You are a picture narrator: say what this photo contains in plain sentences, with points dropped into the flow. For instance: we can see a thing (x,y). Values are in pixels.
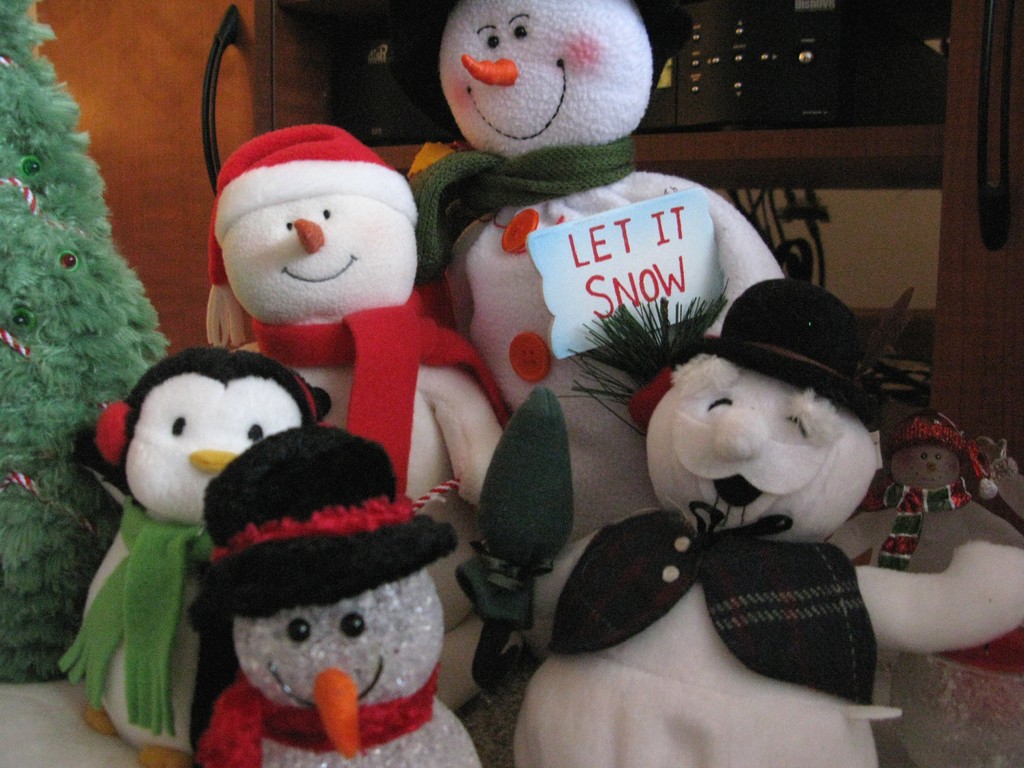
In this image we can see a group of dolls (393,261) which are placed on the surface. We can also see a tree (1,202), a door (1016,170), a board (661,291) with some text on it and some devices (696,103) in a shelf (760,183).
